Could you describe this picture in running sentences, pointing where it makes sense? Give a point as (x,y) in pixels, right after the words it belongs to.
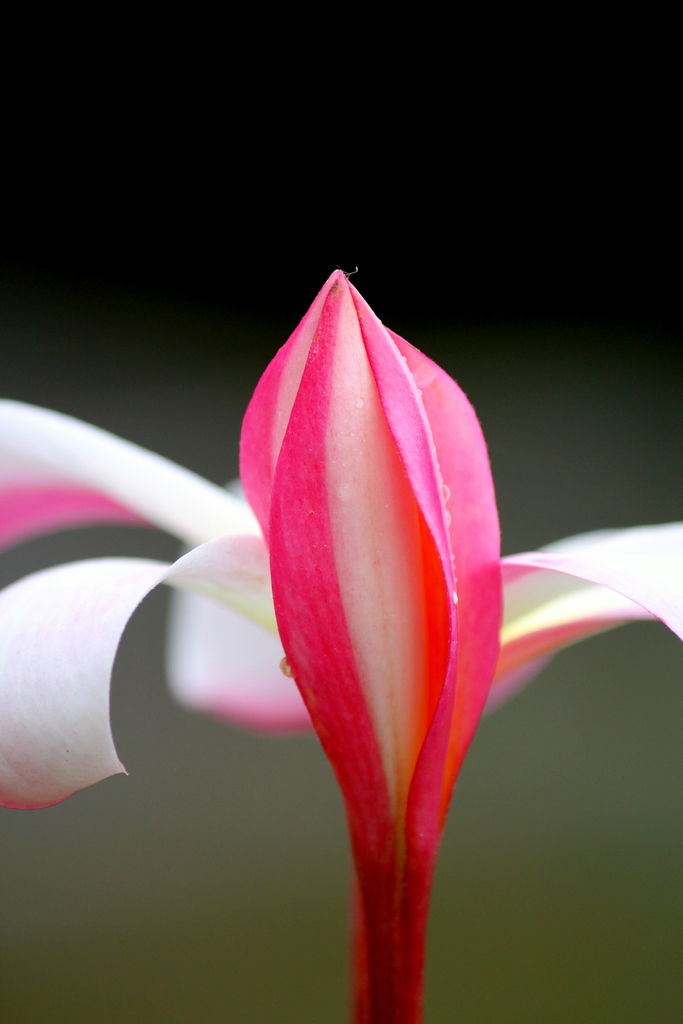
In this image there is a colorful flower (449,636). The background (137,943) is dark.
